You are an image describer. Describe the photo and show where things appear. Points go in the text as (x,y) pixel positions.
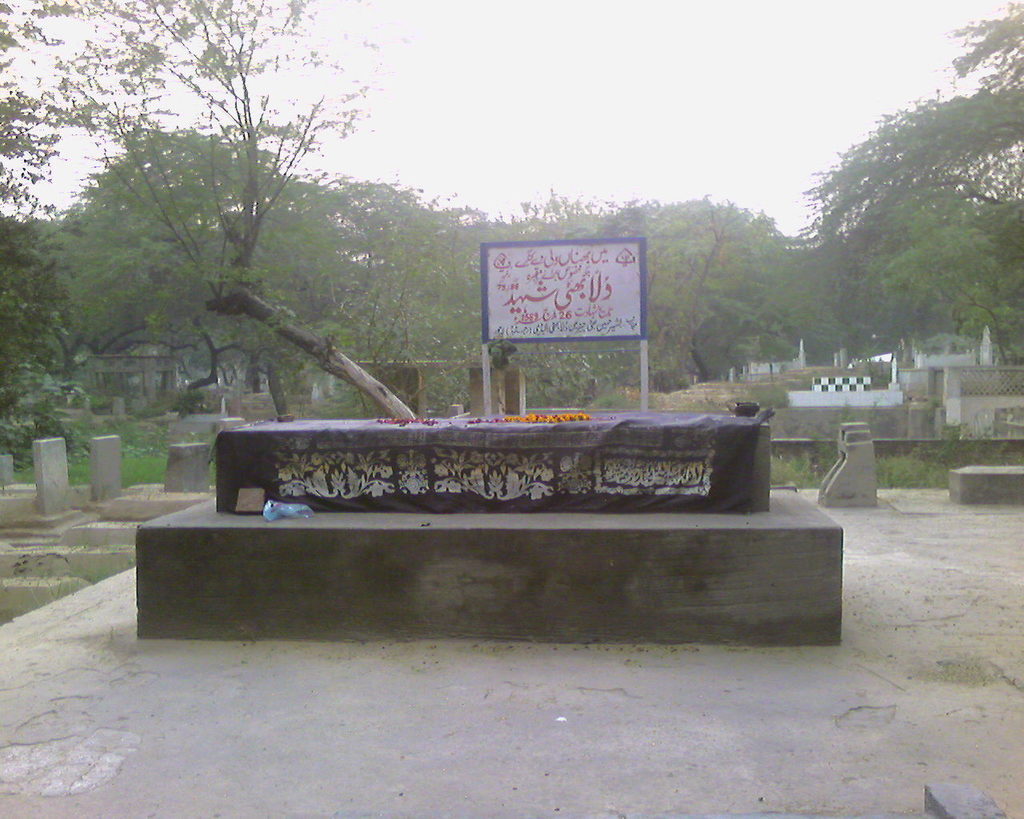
In this image we can see the graves (517,514), we can see the cloth (502,451), garland (562,419), and some object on a grave (688,632), there is a stone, and some trees (551,368), also we can see the sky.
